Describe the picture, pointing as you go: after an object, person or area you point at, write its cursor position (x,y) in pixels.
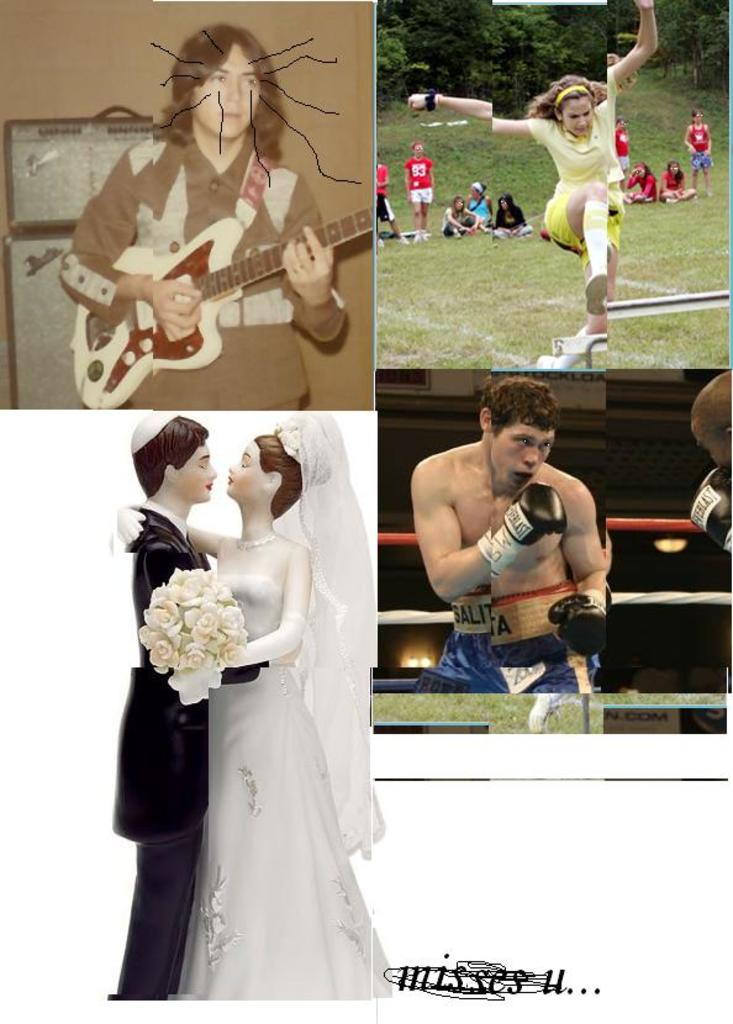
In this image I can see four different images collage. I can see a person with a guitar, a woman (554,150) jumping, a man (573,557) boxing and a couple doll (282,567) in this image.
